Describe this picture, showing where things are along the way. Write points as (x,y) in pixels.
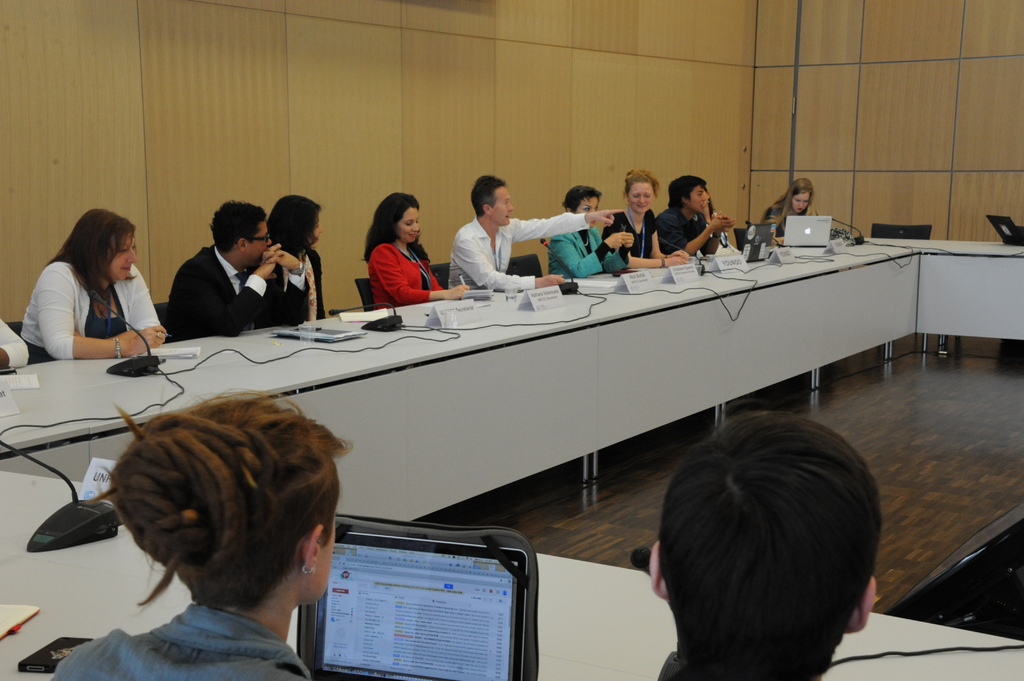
This picture is clicked inside a conference hall (610,447). We see many people (483,262) sitting on a chair (358,285). There are many men (239,258) and women (220,452) and in this hall (429,656), in front of them, we can see a table (771,331) which is white in color. On the table (755,316), we can see laptop (827,227), wires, microphones (152,370) and name tags (474,315) on which names (454,310) are written on it and behind them, we see wall (425,96).
